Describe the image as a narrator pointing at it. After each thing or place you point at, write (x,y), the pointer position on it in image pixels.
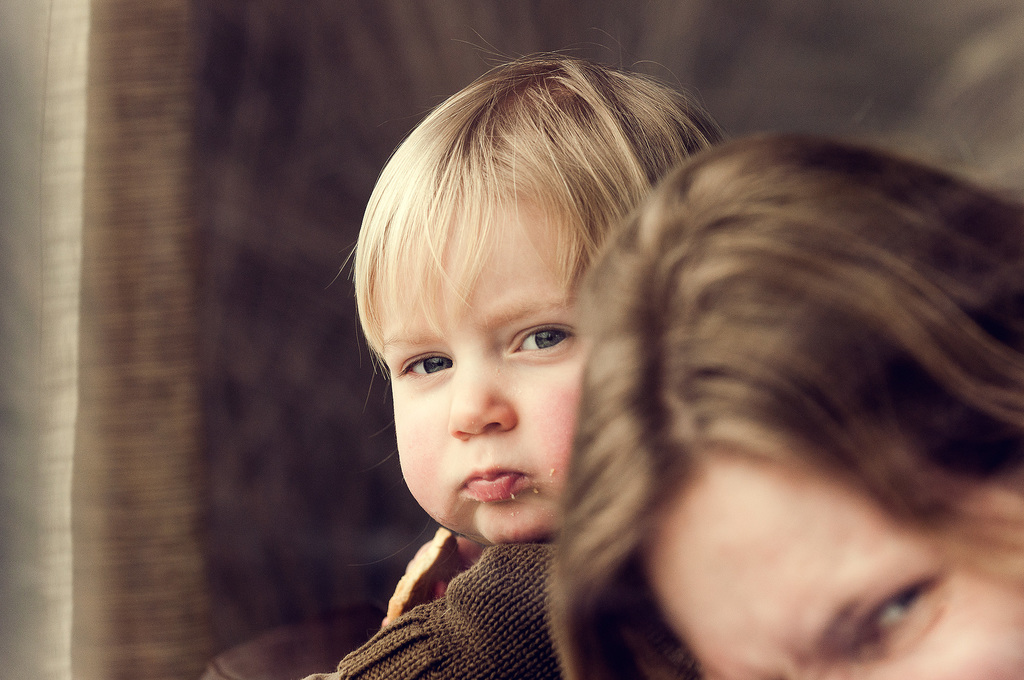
In this image we can see two persons (561,450) and the background (804,47) is blurred.
